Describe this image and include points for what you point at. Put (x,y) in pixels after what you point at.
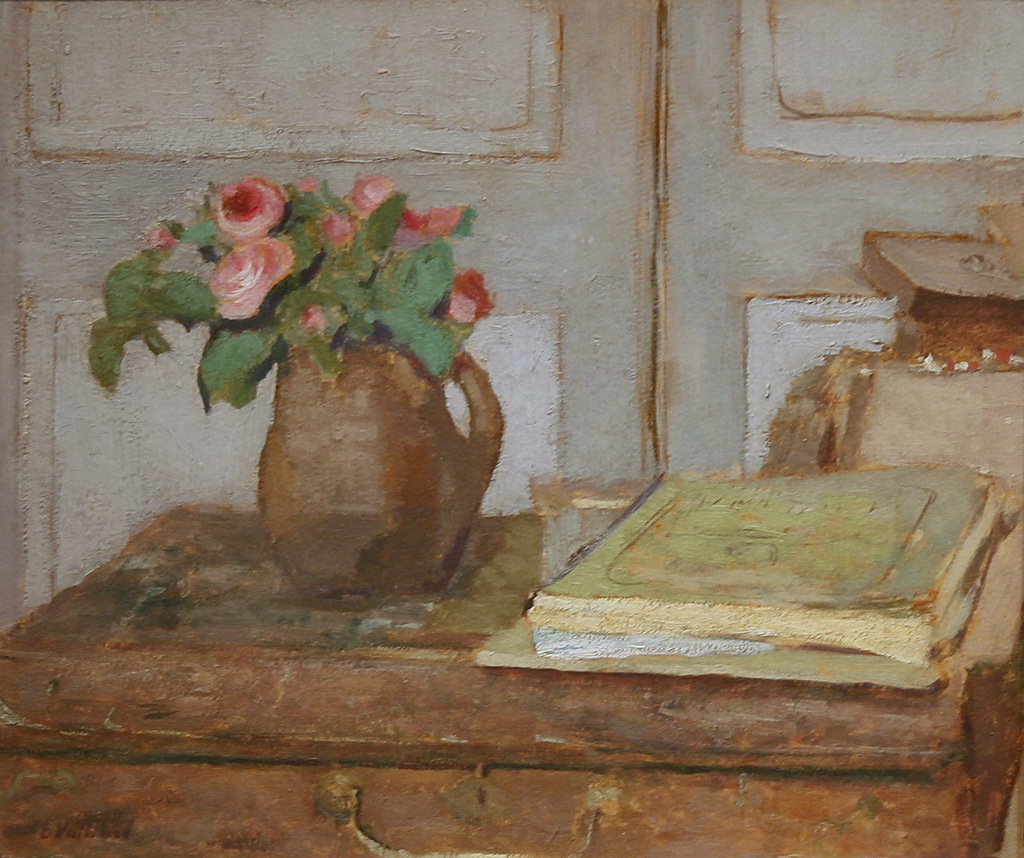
This is a painting. Here we can see flowers (327,316) in a flower vase (341,371) and books (734,519) on a box (843,787). In the background (401,163) we can see doors (551,152) and on the right side (929,343) we can see books (983,314).
